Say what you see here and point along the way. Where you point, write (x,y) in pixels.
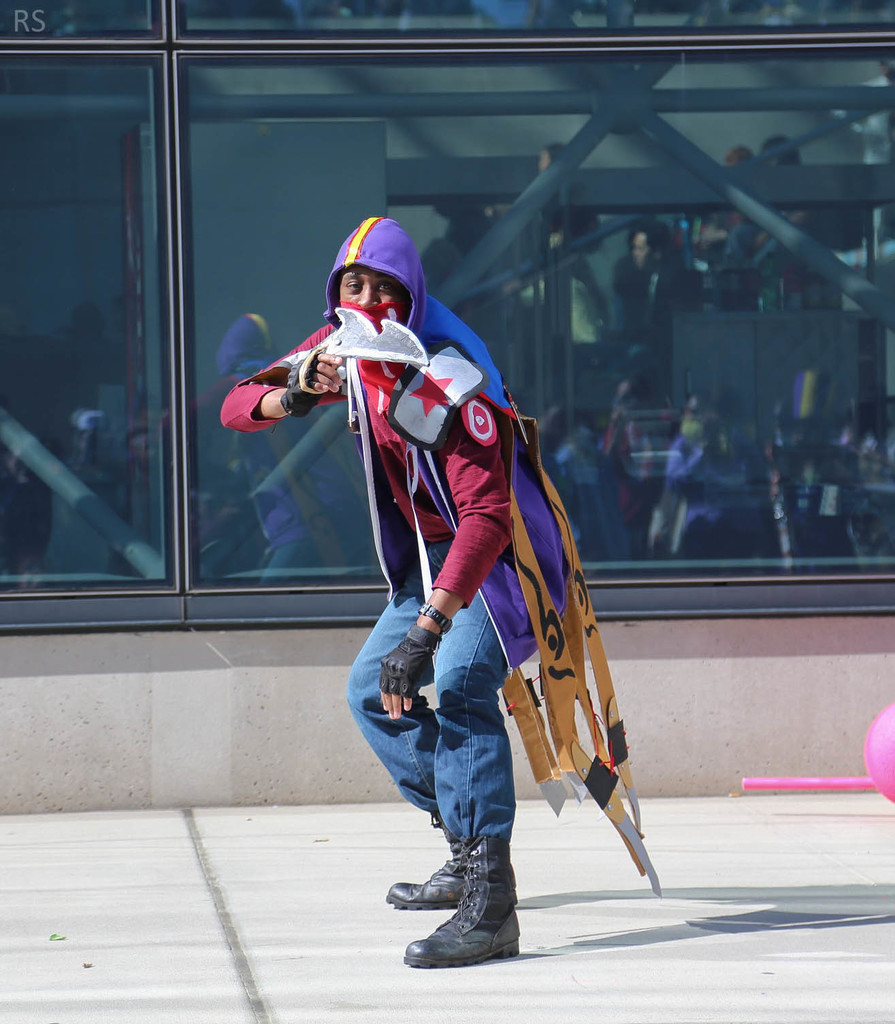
In the picture i can see a person (492,476) wearing multi color jacket (448,482) holding some object (382,344) in his hands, wearing gloves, shoes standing and in the background (481,140) there is glass door (462,192) in which i can see some persons reflection (647,237).
